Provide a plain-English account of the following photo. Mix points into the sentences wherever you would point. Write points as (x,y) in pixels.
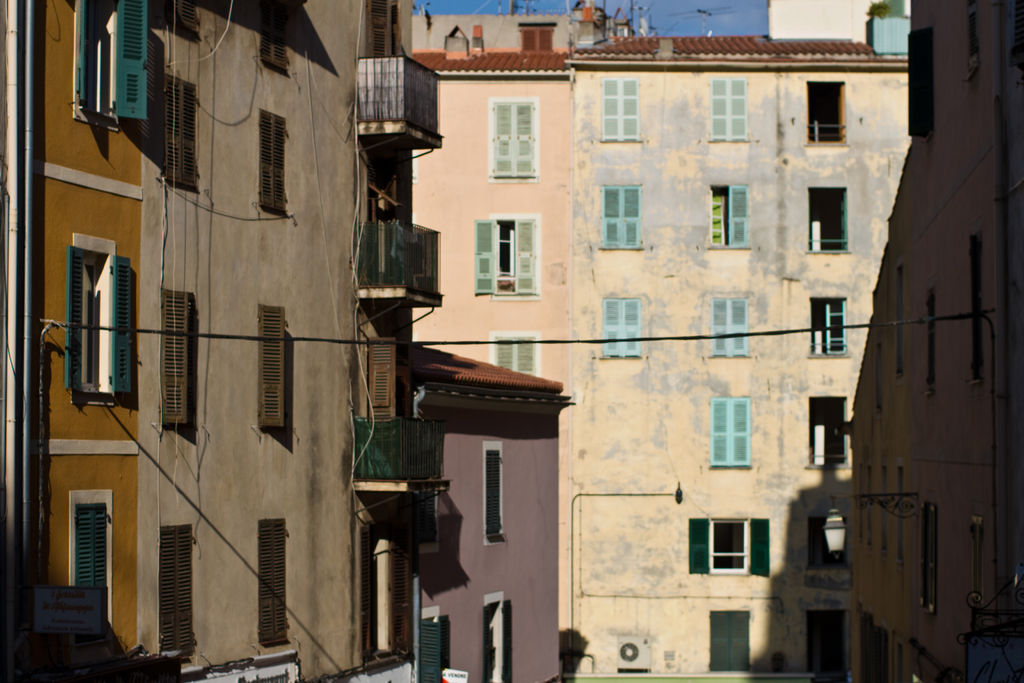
In the center of the image (494,380) there is a building (849,311). There are windows (532,124). To both the sides of the image there are buildings (359,660).
